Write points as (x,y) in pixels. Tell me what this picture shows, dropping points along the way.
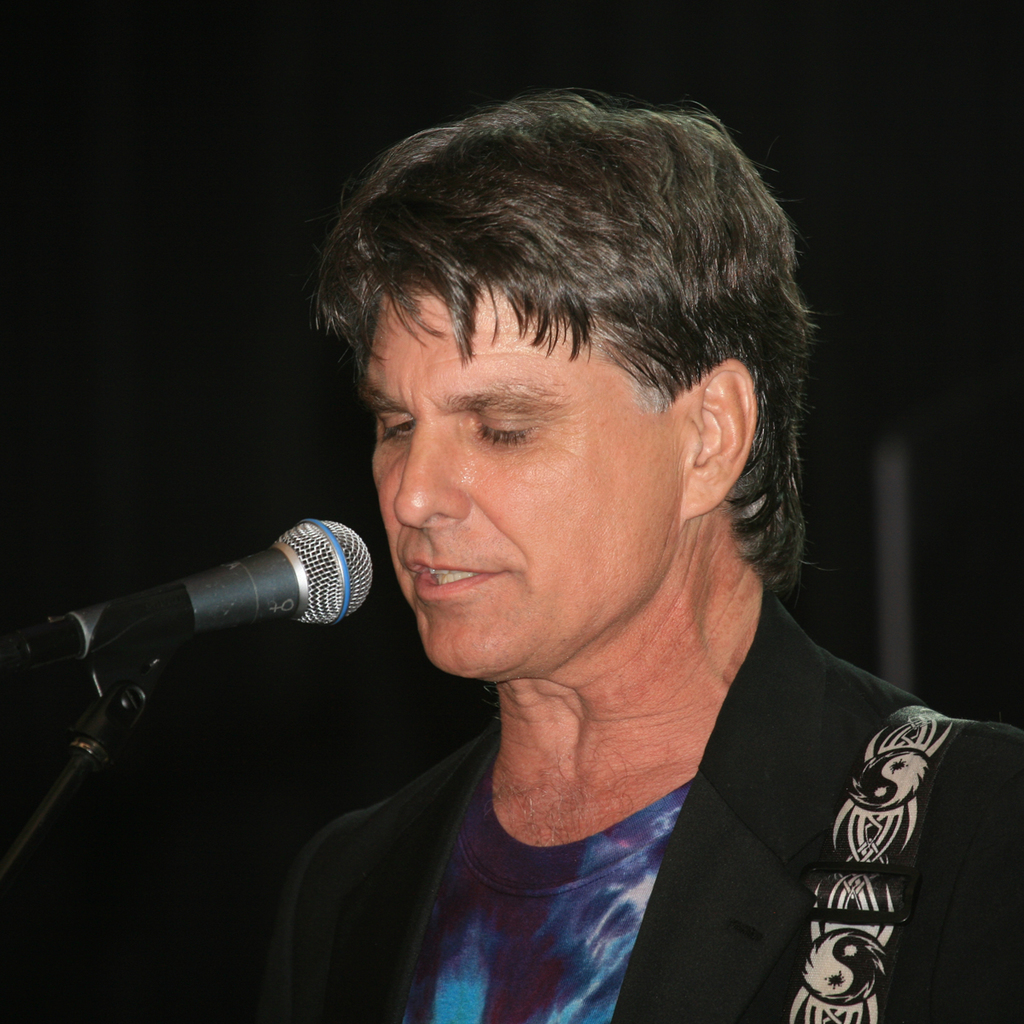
In the foreground of this picture (577,437) we can see a person (504,949) seems to be wearing a blazer (706,895) and standing. On the left (251,584) we can see a microphone (250,622) is attached to the metal stand (143,699). The background of the image (36,1002) is very dark.
